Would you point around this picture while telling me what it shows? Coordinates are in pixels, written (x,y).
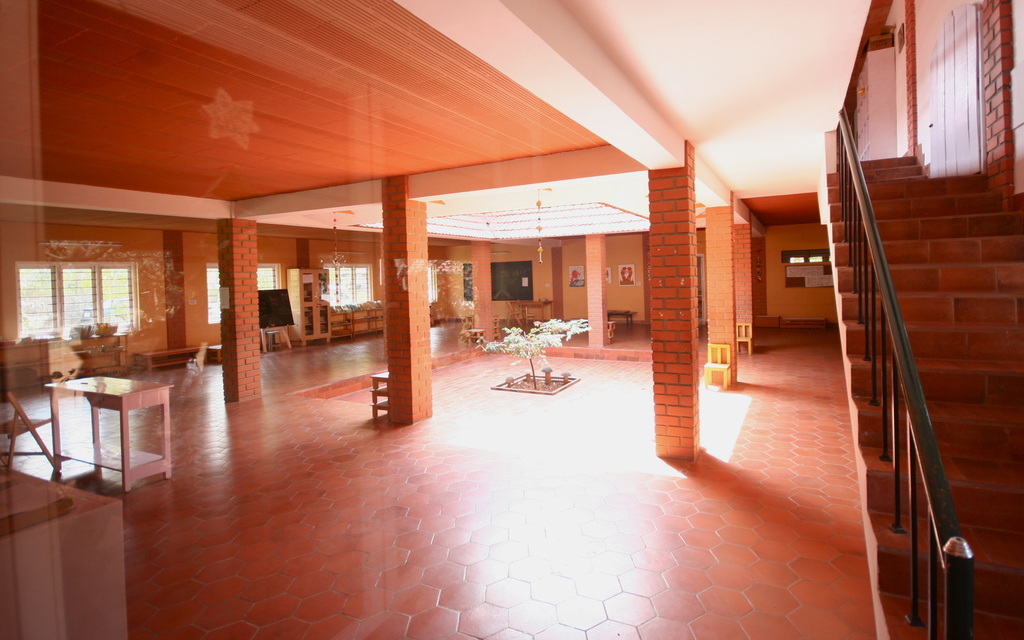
In this image we can see floor (802,513), pillars (238,313), walls (801,309) and roof (520,94). There is a plant (530,356) in the middle of the image (533,363). On the left side of the image (75,390), we can see the table (93,397) and chair (15,434). On the right side of the image (935,335), we can see the stairs (985,423) and railing (921,439).
